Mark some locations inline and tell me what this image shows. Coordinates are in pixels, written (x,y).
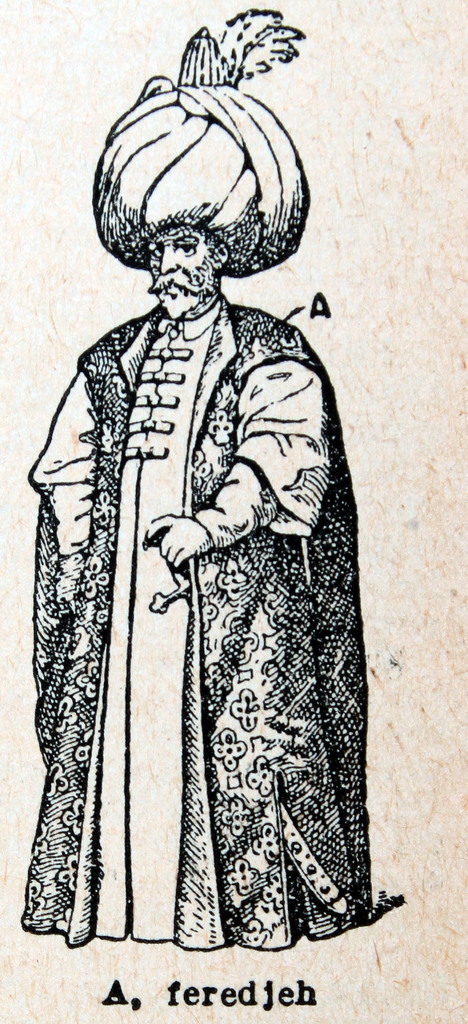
Here in this image we can see a printed picture (155,228) of a man (186,214) present on a paper (186,306) and we can see he is wearing a royal dress (164,435) with a turban (135,219) on him.
